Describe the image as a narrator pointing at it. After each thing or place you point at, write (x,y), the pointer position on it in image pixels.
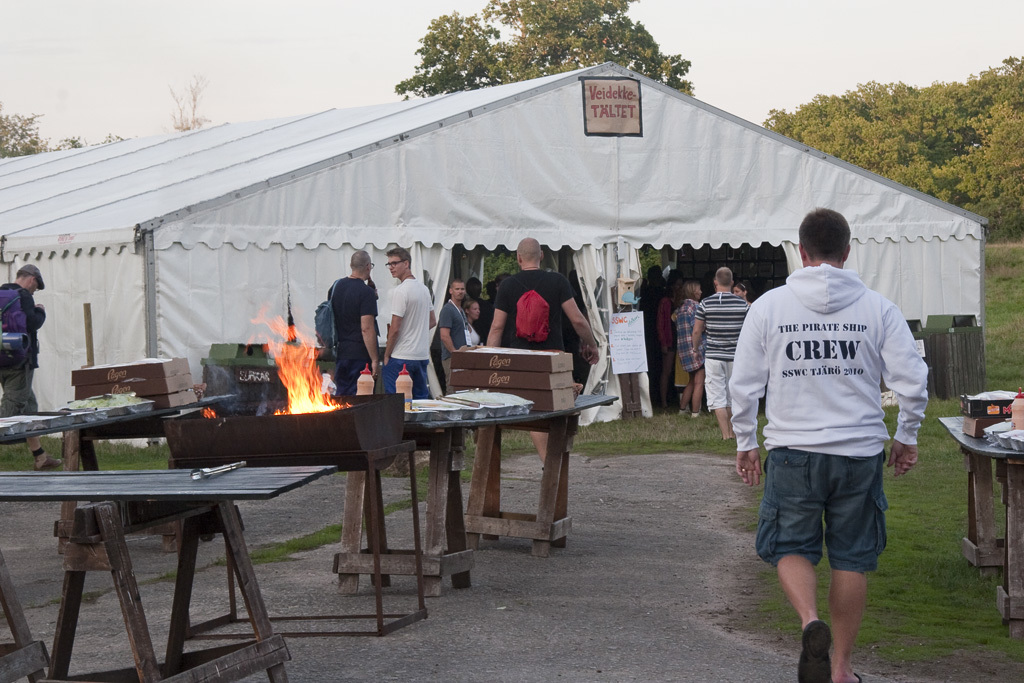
We have a tent (973,310) on which there are a group of people (530,269) and in front of the tent (609,294) we have some wooden tables (141,488) and some people (542,454) out side the tent (7,262).
